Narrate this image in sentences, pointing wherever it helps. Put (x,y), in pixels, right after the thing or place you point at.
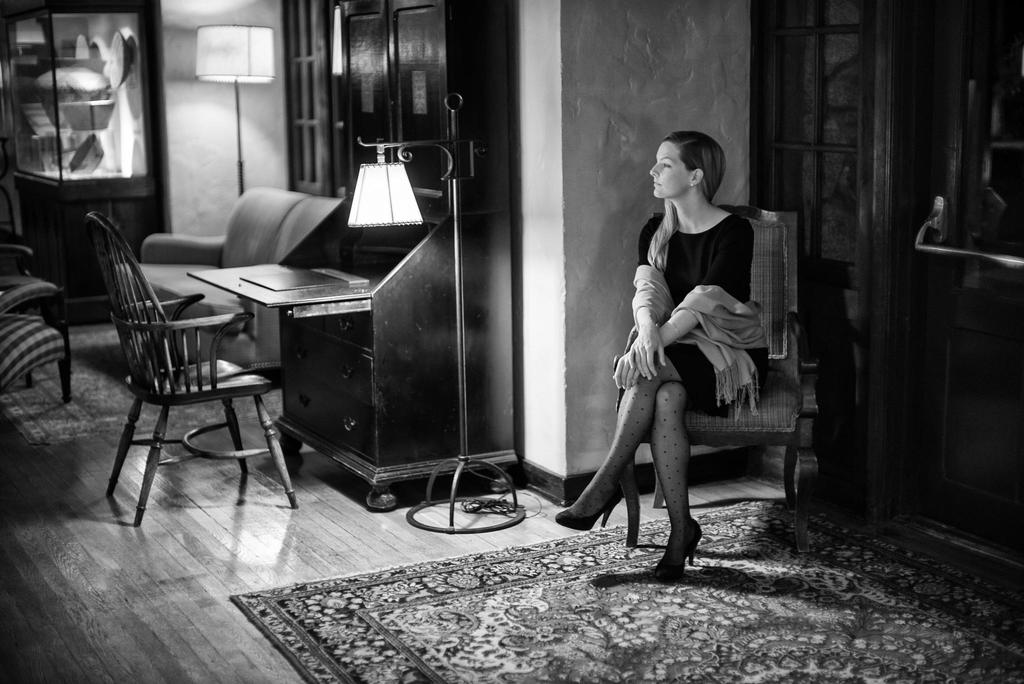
A black and white picture. Floor (184,611) with carpet (379,602). This woman (688,148) is sitting on a chair (699,432) and holding scarf (759,324). Beside this furniture (392,278) there is a lantern lamp (382,199) with stand (463,403). We can able to see chair (157,300), couch (178,258) and lamp (262,56). This rack (41,225) is filled with things (77,92).
